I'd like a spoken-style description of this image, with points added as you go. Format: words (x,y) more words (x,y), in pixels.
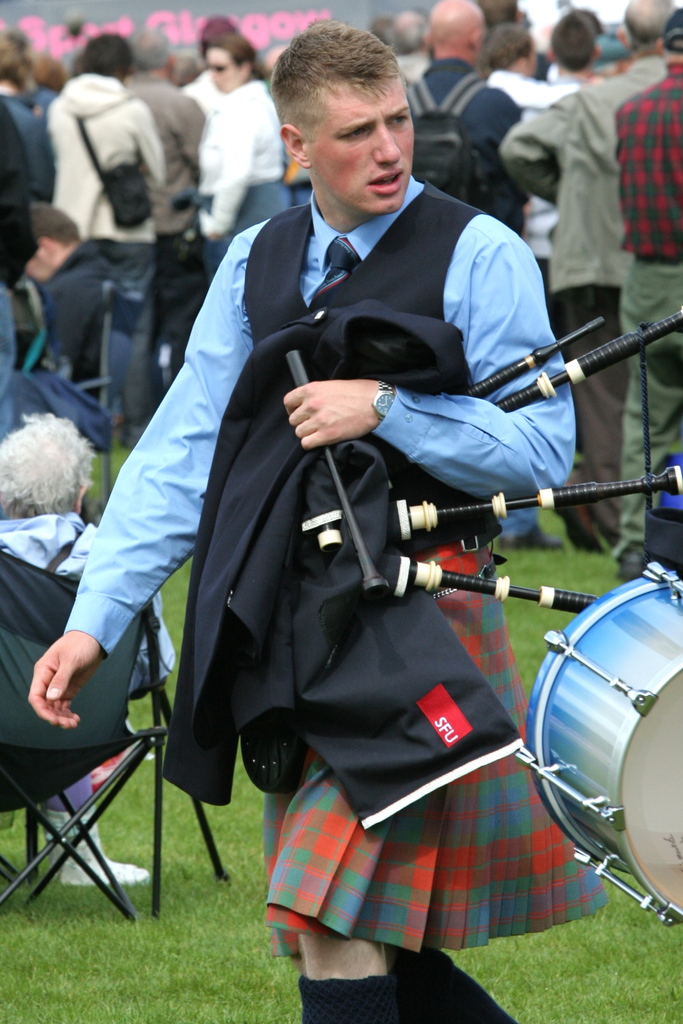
In this image we can see a person (151,546) and other objects (348,618). In the background of the image (33,257) there are some persons (186,247), chair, grass (116,450) and other objects (455,128). On the right side of the image (636,763) there is a musical instrument (631,724).
